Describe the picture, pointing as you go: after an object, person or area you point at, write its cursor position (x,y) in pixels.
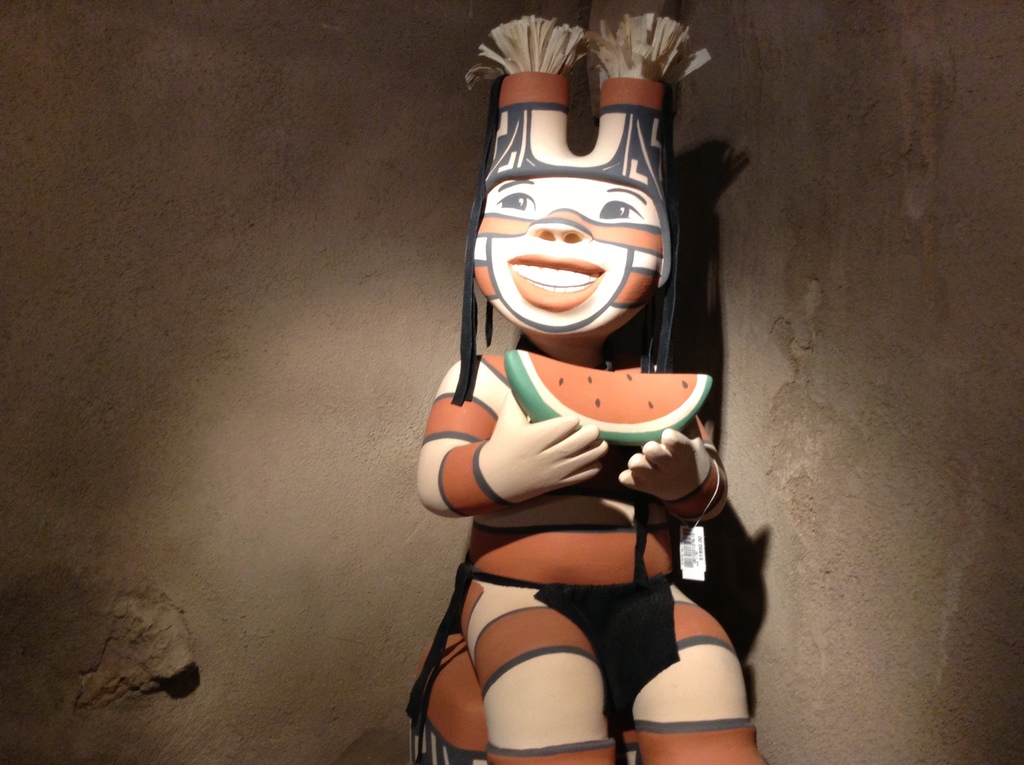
There is a toy (567,180) in the center of the image (478,383).
